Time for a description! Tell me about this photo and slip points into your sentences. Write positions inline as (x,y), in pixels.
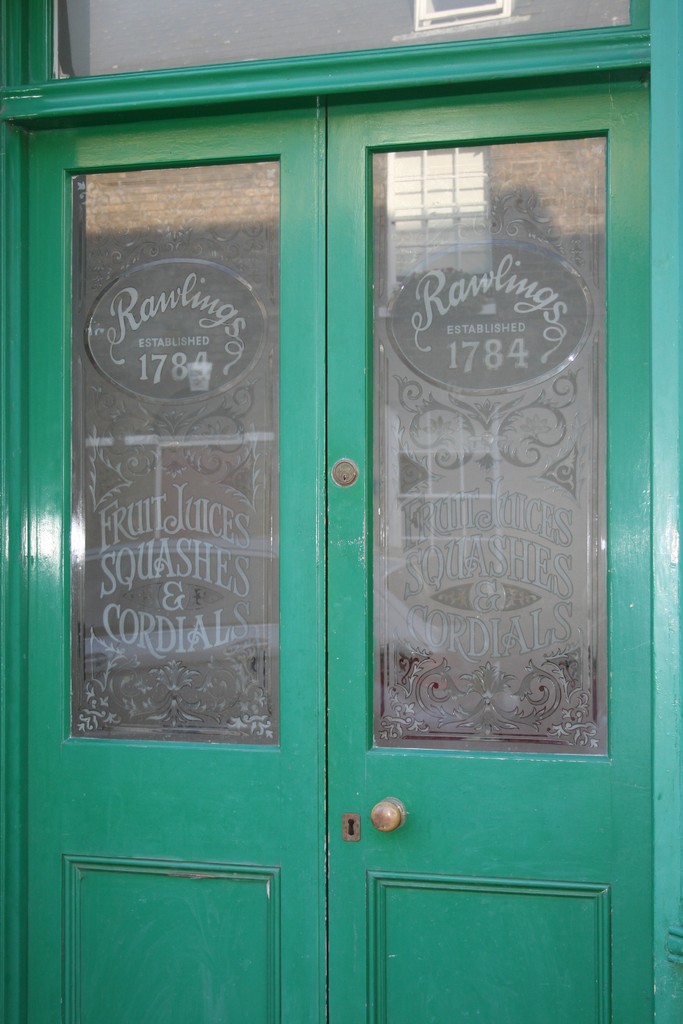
In this image we can see a green color door (228,911) with some glass (242,511) and some text (524,545) written on the glass (206,436).
